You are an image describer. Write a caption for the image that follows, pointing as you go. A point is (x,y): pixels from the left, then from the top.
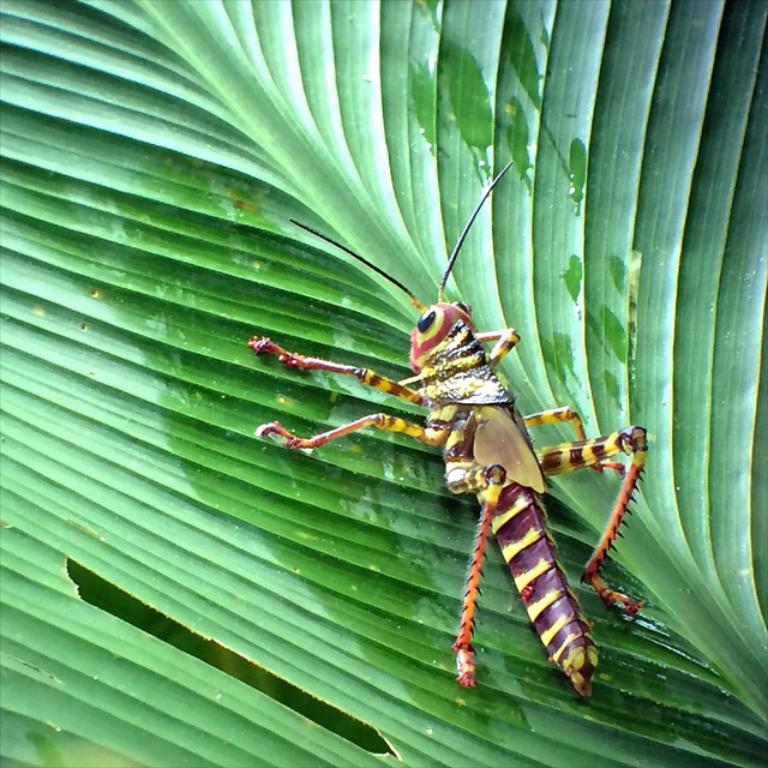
In this image I can see an insect (462,473) on a green color leaf (391,455).
